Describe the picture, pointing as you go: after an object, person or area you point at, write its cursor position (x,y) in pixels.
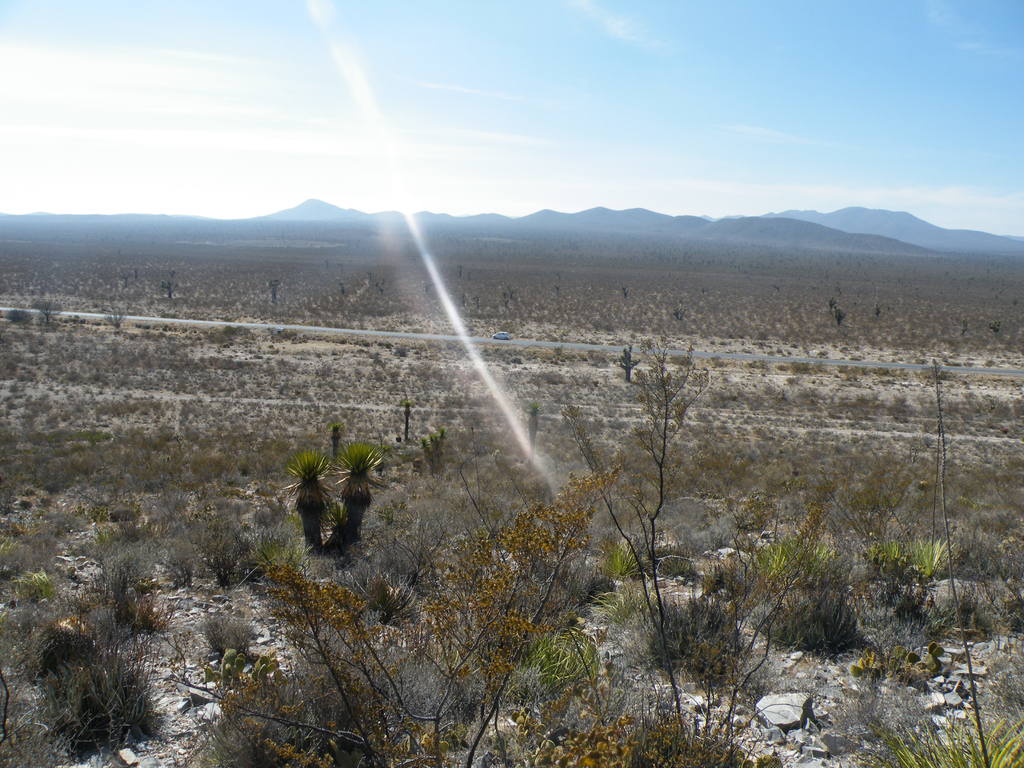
In this picture I can see plants (553,481) on the surface (517,369) in the foreground (488,513). I can see a vehicle (495,339) on the road (480,339). I can see hills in the background (574,226). I can see clouds (437,148) in the sky (590,98).
